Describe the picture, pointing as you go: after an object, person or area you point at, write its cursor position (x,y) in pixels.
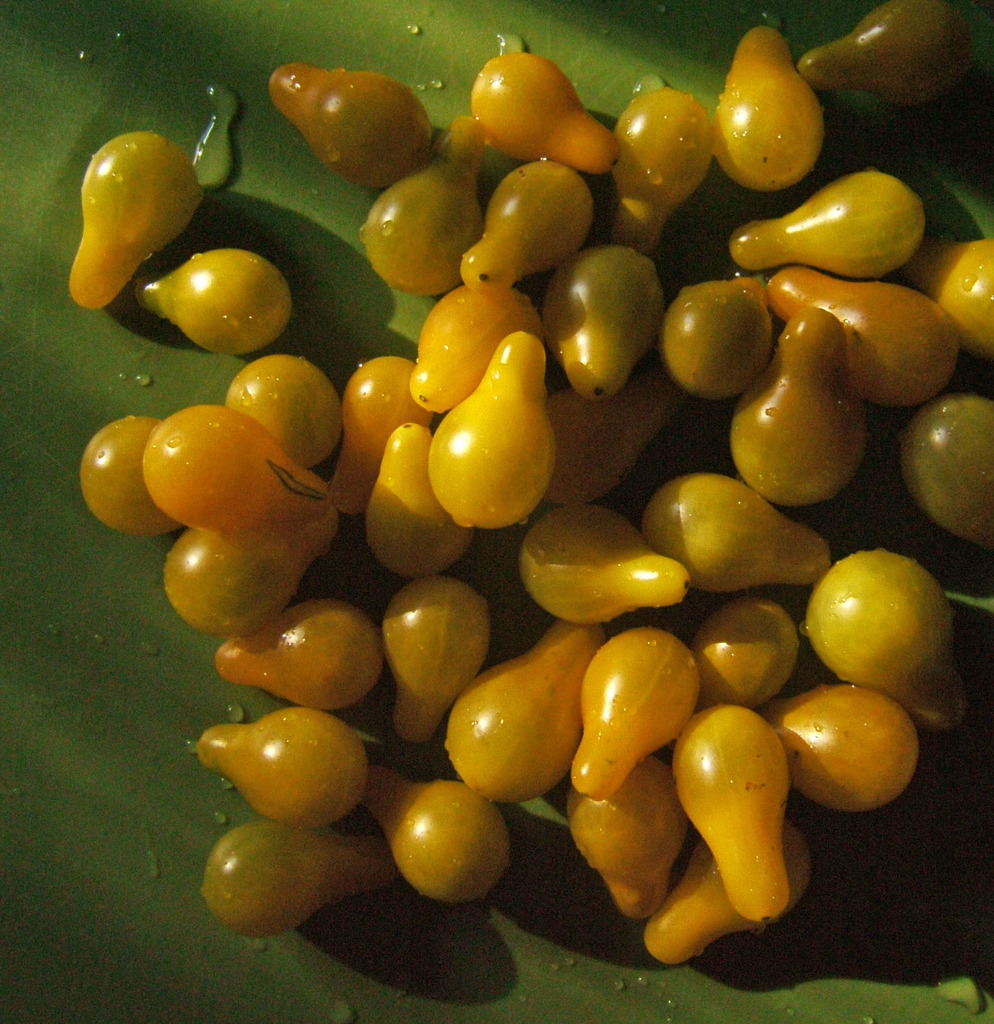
At the bottom of the image (445,982) there is a table (445,982) and there are a few fruits (695,525) on the table (723,270).
